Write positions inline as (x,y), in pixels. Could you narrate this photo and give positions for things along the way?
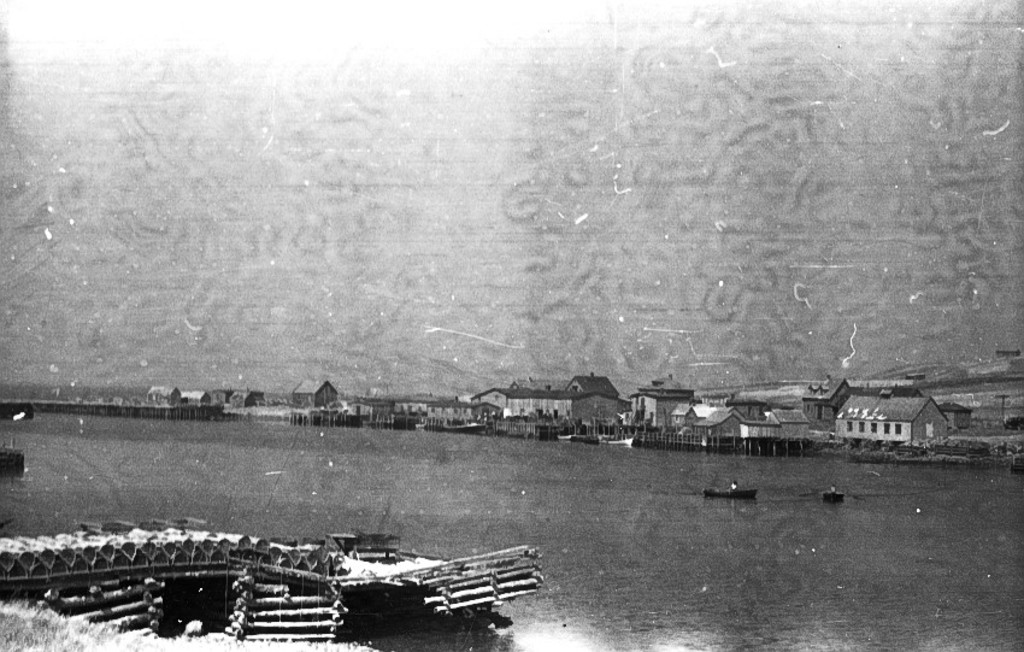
This is a black and white picture. Here we can see houses (213,402), fence (660,441), a wooden bridge (449,568). There are boats (750,491) on the water (912,548).
